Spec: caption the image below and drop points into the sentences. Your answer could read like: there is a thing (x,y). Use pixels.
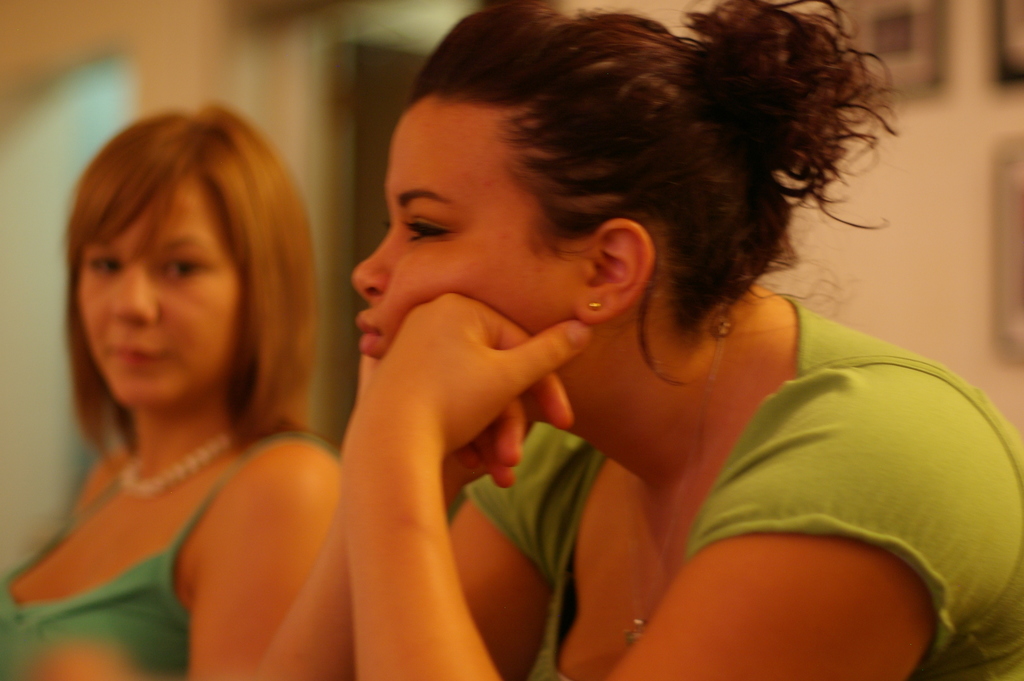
In the foreground of the picture (510,358) there is a woman (659,352). On the left (175,425) there is another person (151,166). The background (947,108) is blurred.
